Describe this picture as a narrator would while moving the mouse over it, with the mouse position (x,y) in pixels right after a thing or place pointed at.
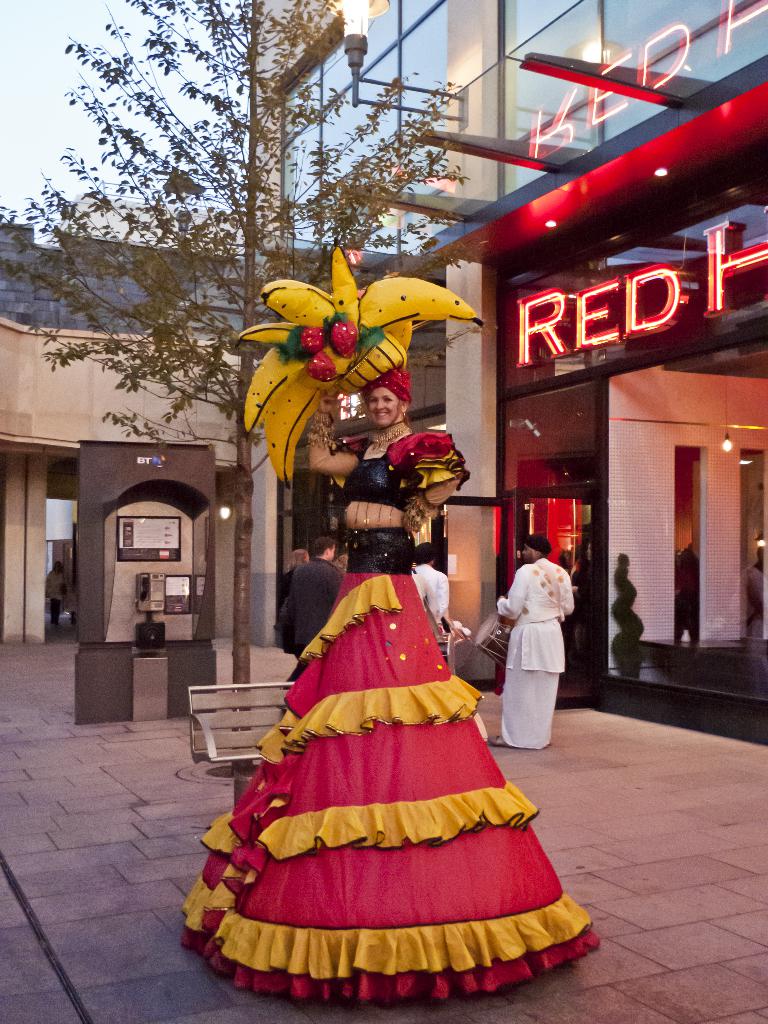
In the center of the image (390,561) we can see a woman (359,639) in a different costume (375,560) and we can see she is smiling. In the background (374,264), we can see the sky (14,29), buildings (596,417), one bench (265,712), one tree (249,325) with branches (244,313) and leaves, lights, few people (750,577) are standing, few people (497,605) are holding some objects (512,620) and a few other objects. And we can see some text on one of the buildings (712,0).
